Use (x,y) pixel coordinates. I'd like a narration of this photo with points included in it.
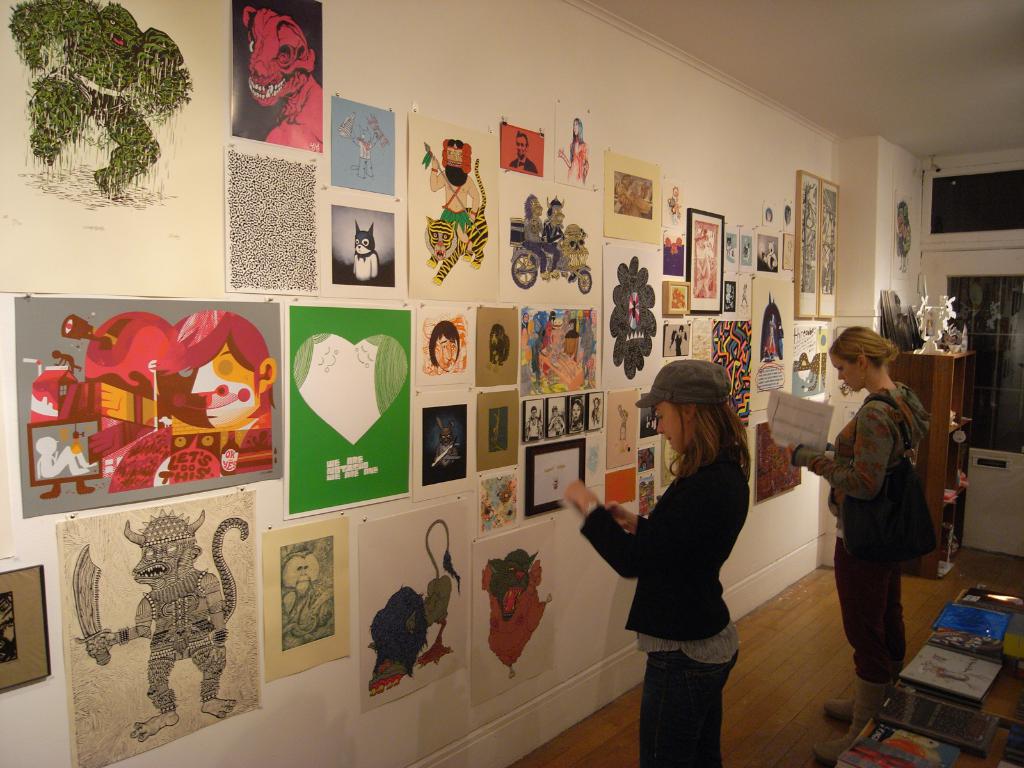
In the image in the center, we can see two persons (698,493) were standing and they were holding some objects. On the right bottom of the image (935,711) we can see frames (934,698) etc. In the background (548,214) there is a wall (547,137), roof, window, table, sculpture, posters (320,330), photo frames (811,259) and few other objects (929,448).
